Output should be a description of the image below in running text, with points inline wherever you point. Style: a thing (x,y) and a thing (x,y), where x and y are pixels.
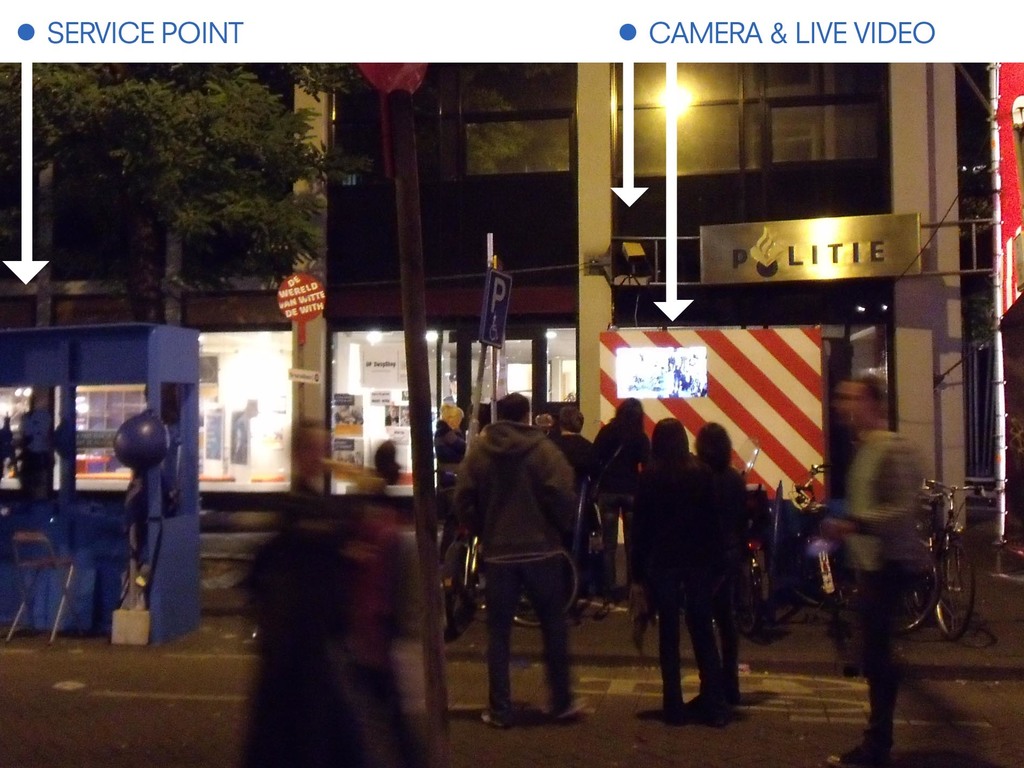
In this image there are few people (673,577) standing on the road (543,714) and this image is taken in night mode. In the background (484,325) there are buildings (365,246), poles (495,365), parking board (491,280), name board (314,309) and also trees (197,158). Image also consists of bicycles (954,599) and motorbike (754,552). In the left (71,564) there is a blue color object (166,559) with a chair (70,580). In this image there are three down arrow marks (24,264) showing service point and camera live video.
